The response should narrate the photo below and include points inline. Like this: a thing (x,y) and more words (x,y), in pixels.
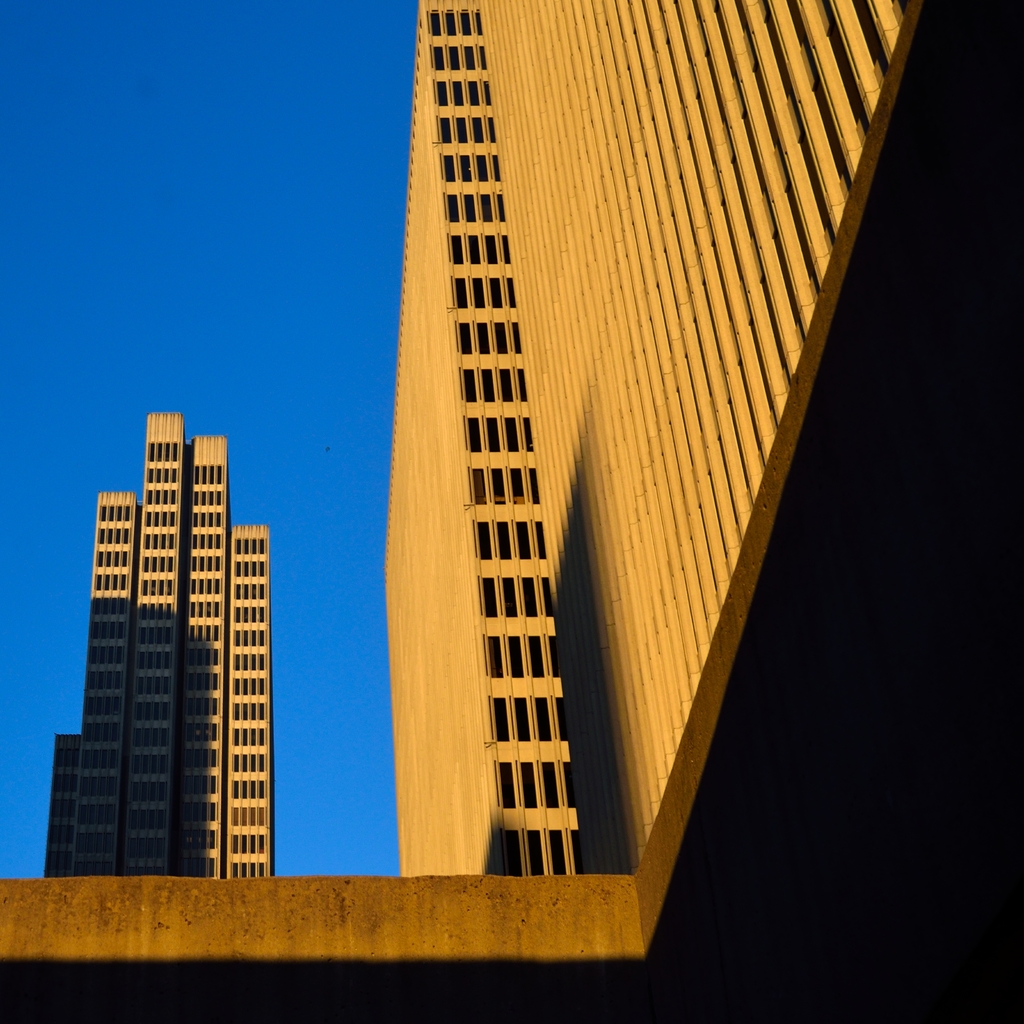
In the image we can see there are buildings (539,560) and these are the windows (550,804) of the buildings (529,657), this is a blue sky (193,183).
